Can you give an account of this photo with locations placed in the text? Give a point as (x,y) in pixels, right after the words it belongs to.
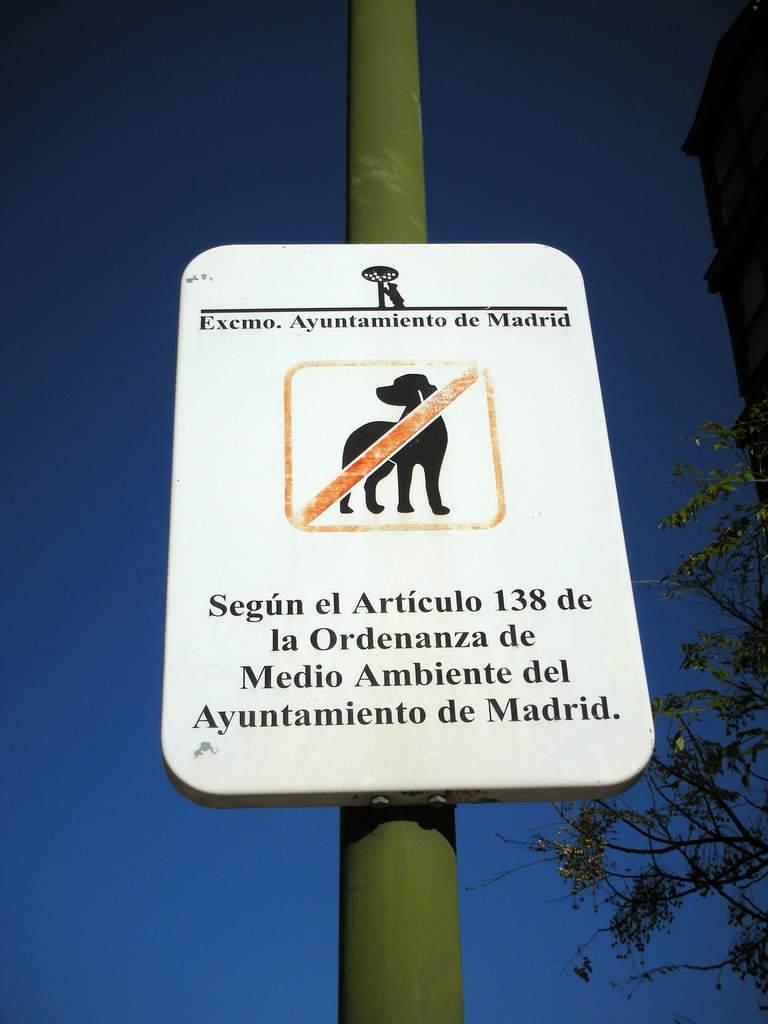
In this image we can see a sign board (391,531) attached to the pole (451,832), trees (694,539), buildings (733,193) and sky (484,165).
